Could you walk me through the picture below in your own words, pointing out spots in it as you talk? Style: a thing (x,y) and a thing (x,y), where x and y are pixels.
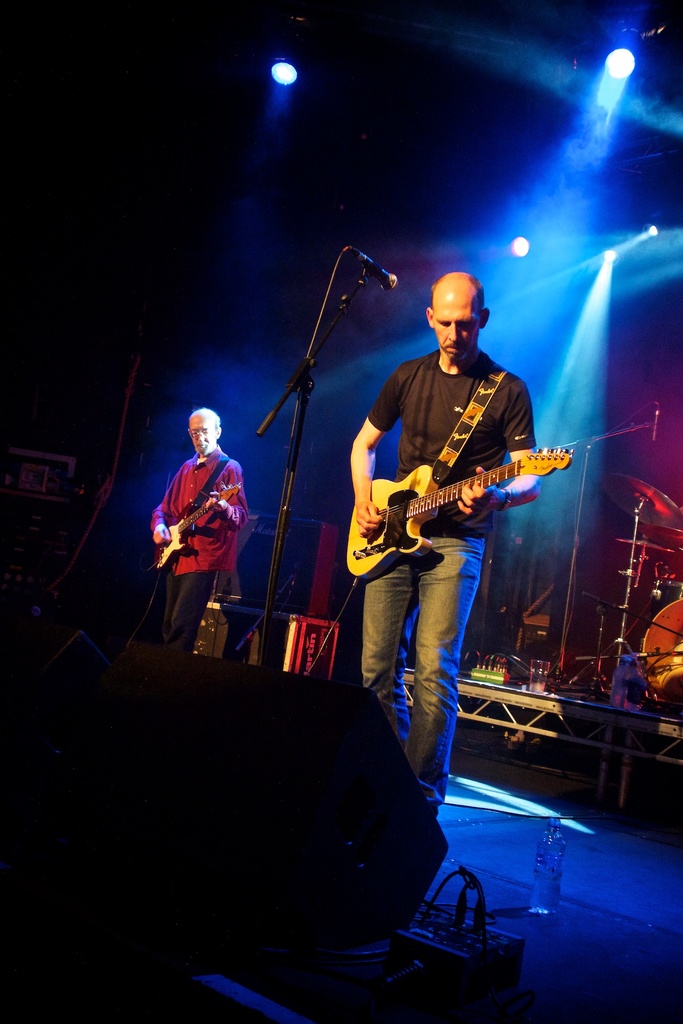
In the image we can see there are men (203,541) who are standing on the stage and holding guitar (399,519) in their hand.
